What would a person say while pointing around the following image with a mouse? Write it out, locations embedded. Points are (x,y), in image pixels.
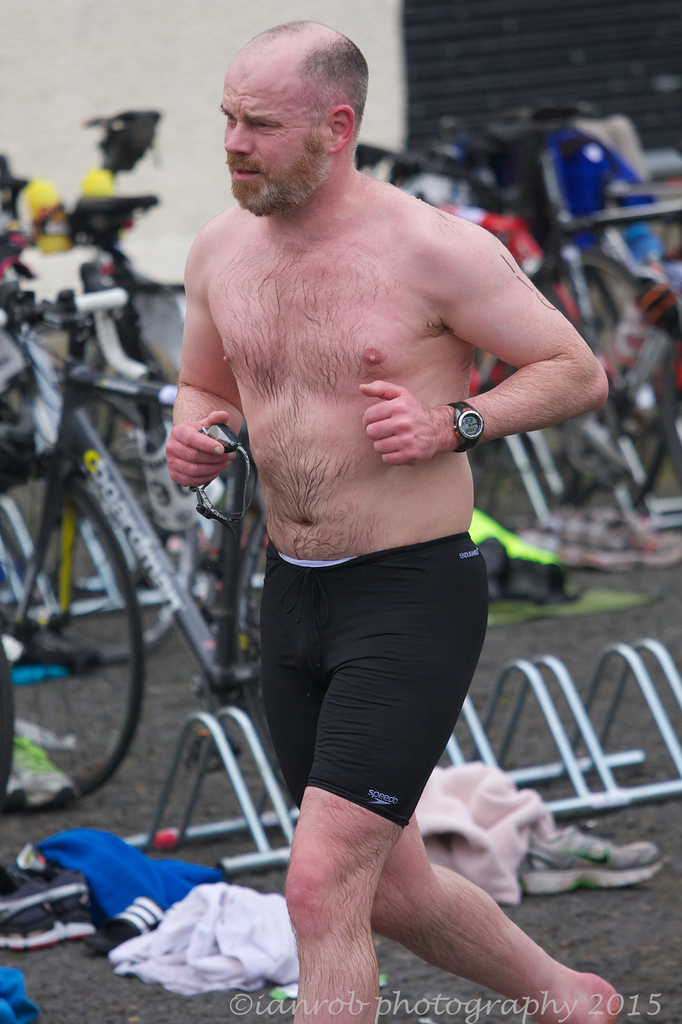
In this image in the front (331,616) there is a man (359,672) running. In the background (65,250) there are bicycles (495,219) and there are clothes (123,870) on the ground (146,816), there are shoes (553,869).
